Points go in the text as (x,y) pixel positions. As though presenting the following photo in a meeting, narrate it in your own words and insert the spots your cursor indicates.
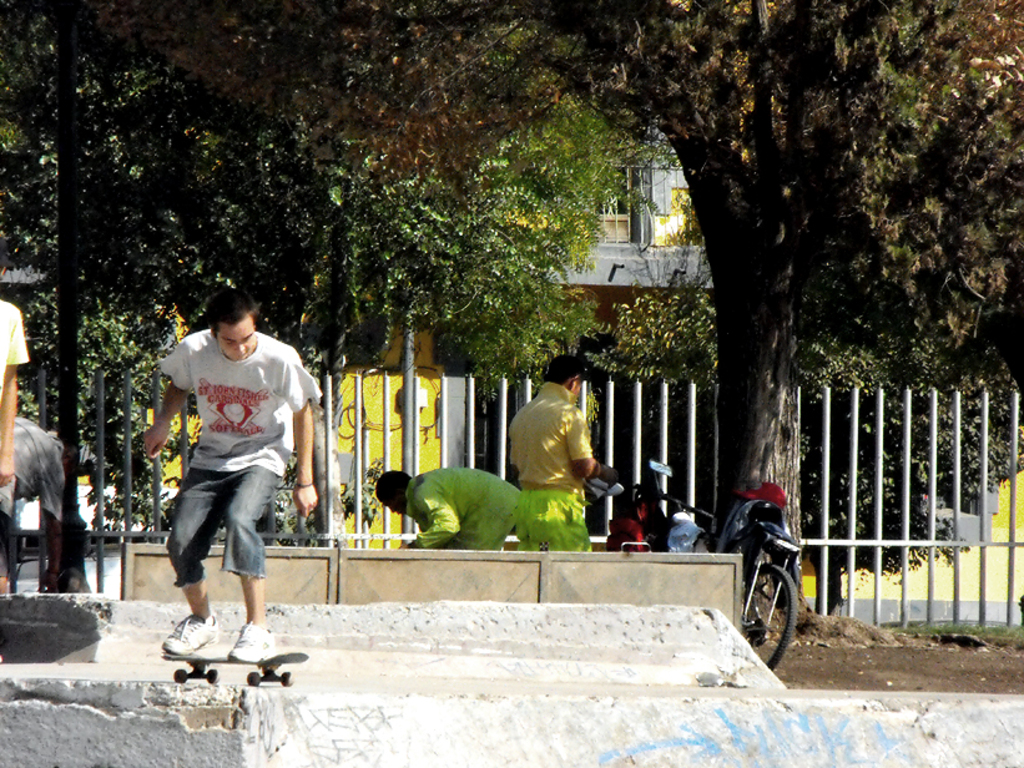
In this image we can see person (223,412) on skateboard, fencing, trees (510,162), building (637,189) and bicycle (660,506).
